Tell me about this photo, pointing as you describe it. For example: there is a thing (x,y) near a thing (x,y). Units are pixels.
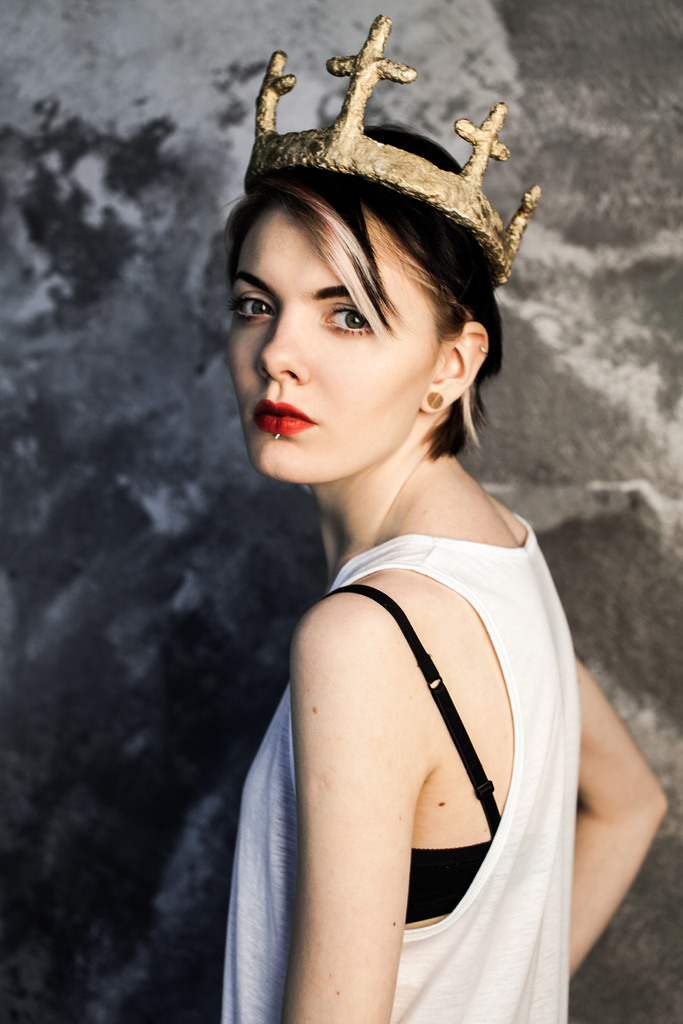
In front of the image there is a person (344,246) wearing a crown (508,257). Behind her there is a wall (625,447).
